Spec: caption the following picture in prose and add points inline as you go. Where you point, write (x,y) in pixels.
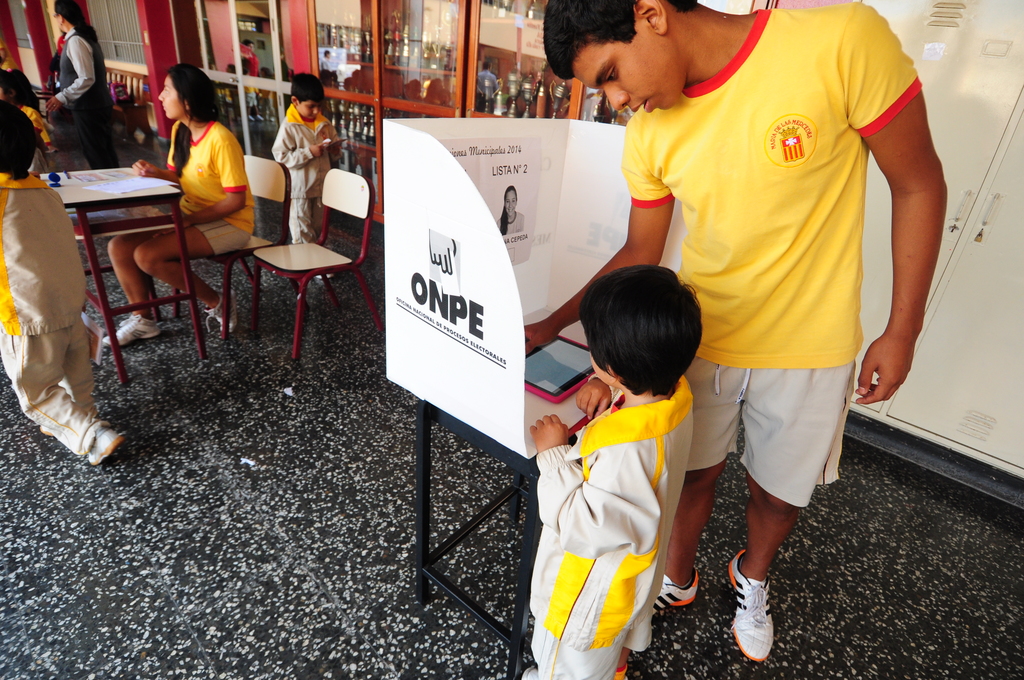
There is a man (624,94) standing beside small boy (652,448) and operating machine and woman (149,171) sitting in chair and person (63,228) and boy (322,186) standing and operating on phone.
